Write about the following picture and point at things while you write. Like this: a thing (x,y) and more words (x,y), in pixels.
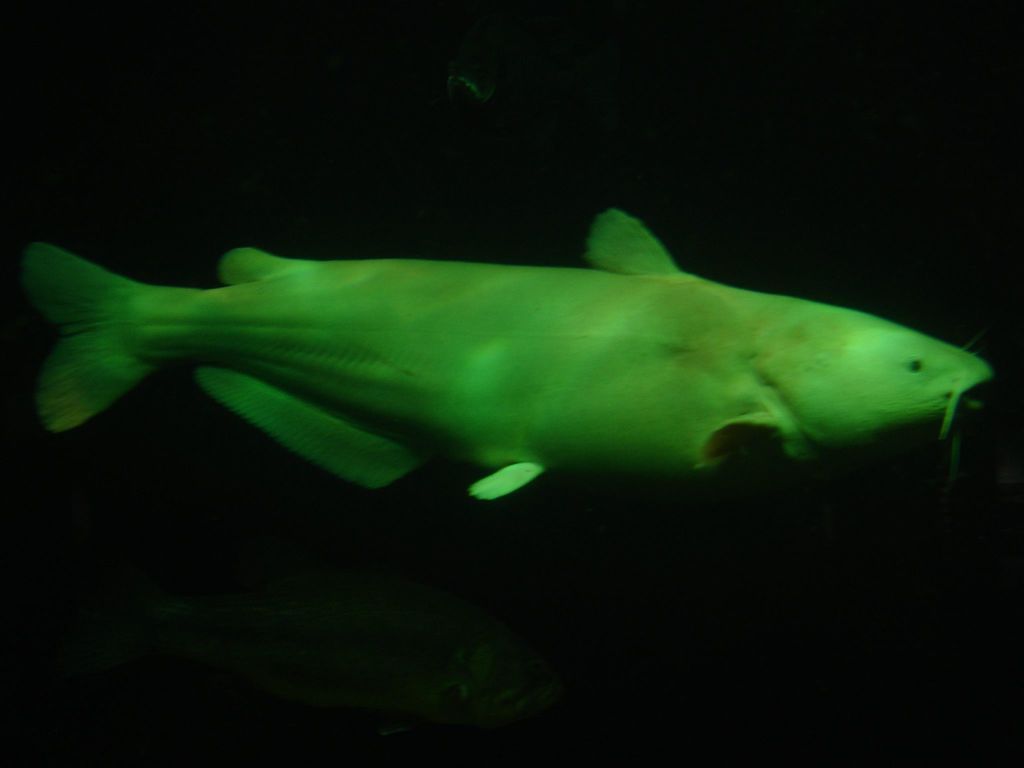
In the image there is a fish (409,375) swimming in the water (32,412), there is green reflection (611,378) it and the background (839,161) is black.
